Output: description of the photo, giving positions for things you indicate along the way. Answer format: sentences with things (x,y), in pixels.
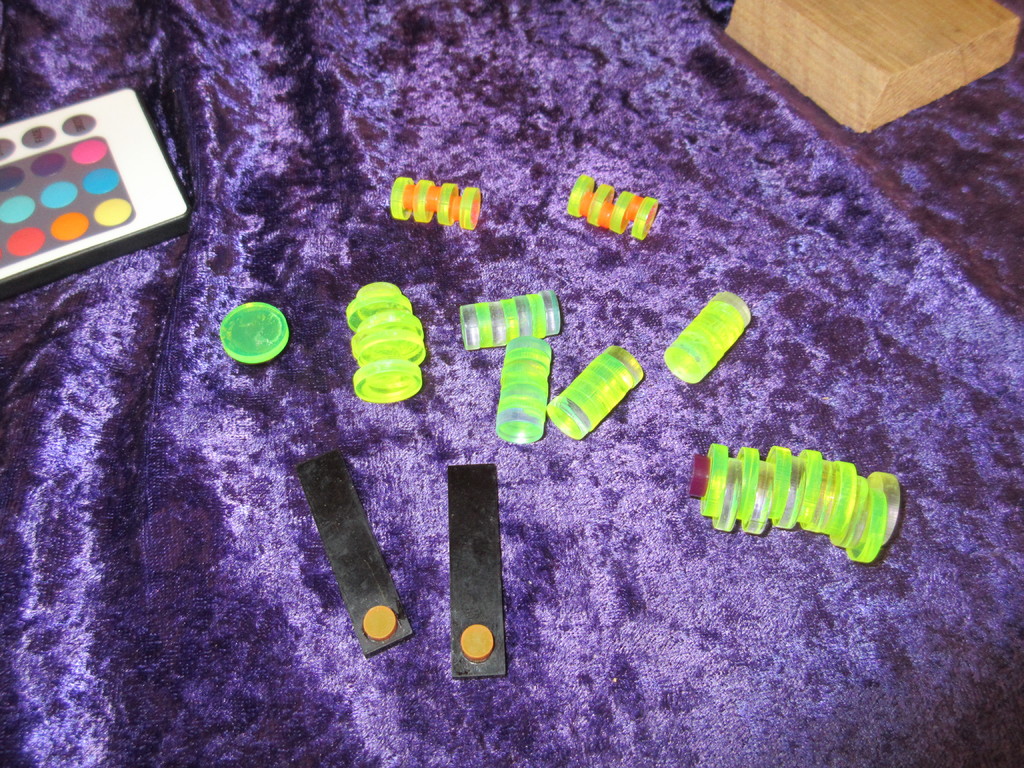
In this image we can see objects (11,134) on the purple color cloth (607,514).
